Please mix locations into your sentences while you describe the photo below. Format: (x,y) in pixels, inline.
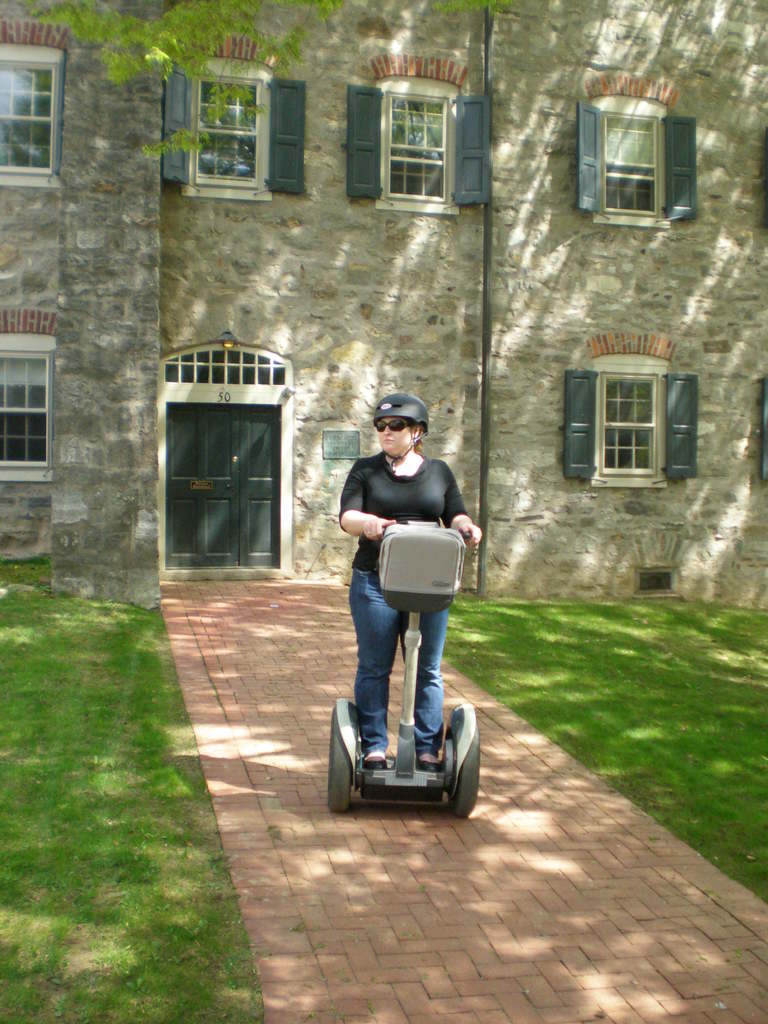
In the image in the center (365,485) we can see one woman (438,633) standing on the hoverboard scooter (410,660). And she is wearing helmet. In the background (318,341) we can see grass (52,795), trees (177,22), building (253,282), wall (81,231), door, windows (600,451), pole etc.
